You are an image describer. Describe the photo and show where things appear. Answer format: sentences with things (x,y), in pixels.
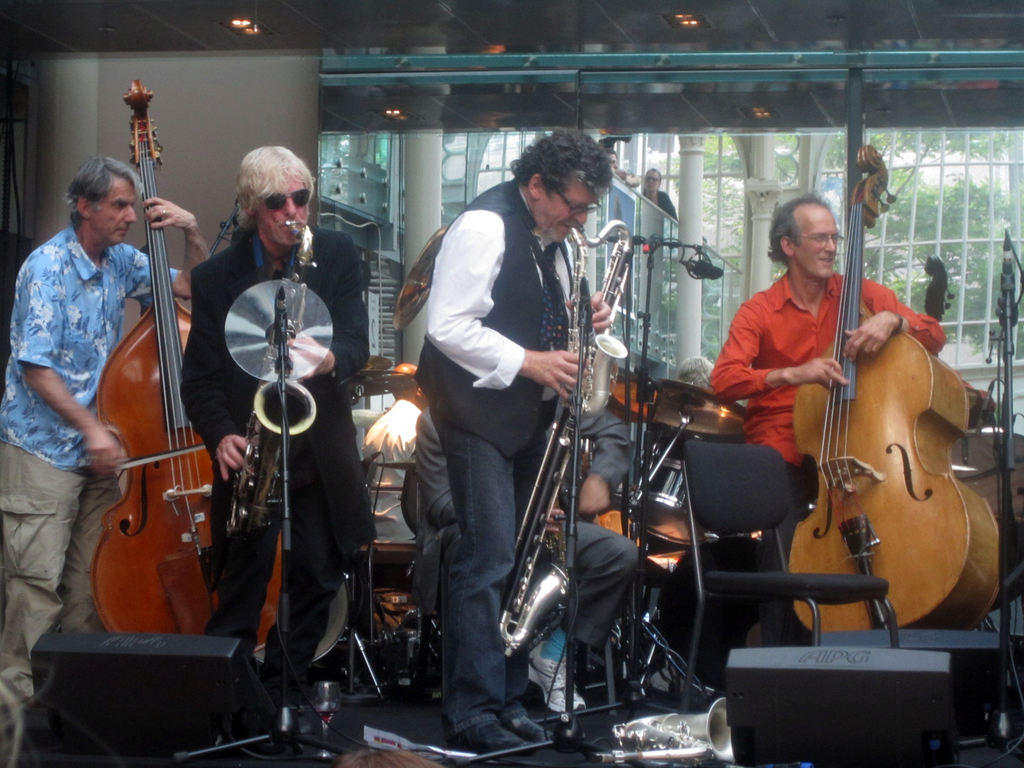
In this image I see 5 men (10,666) and all of them are holding the musical instruments (622,289), I can also see few equipment (960,656) over here. In the background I see the lights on the ceiling (709,26).
